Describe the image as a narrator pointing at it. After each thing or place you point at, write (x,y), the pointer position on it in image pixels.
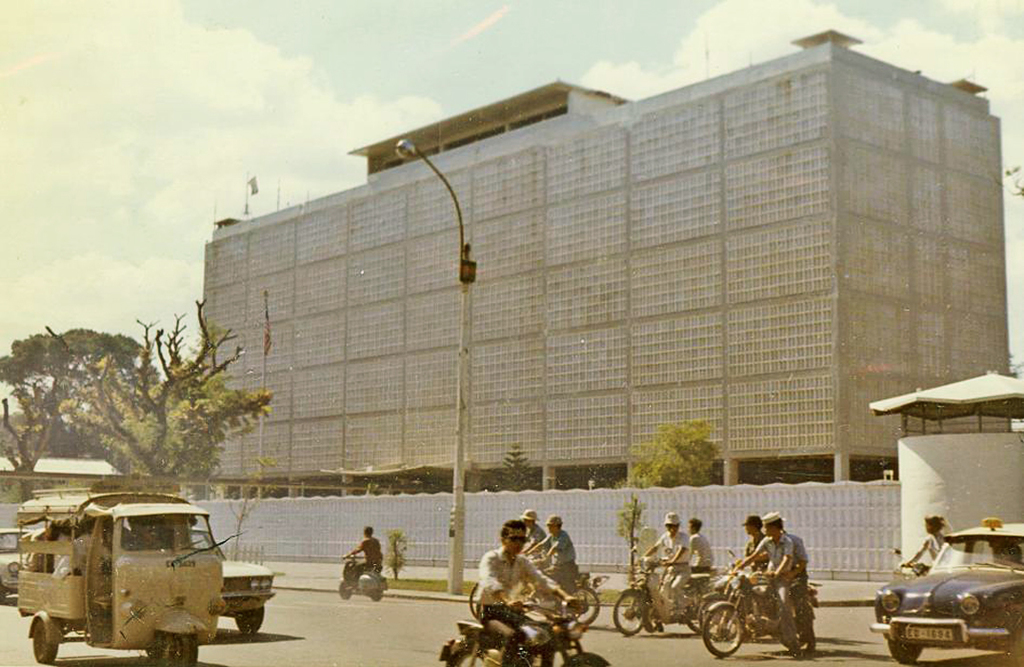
At the bottom of the image (362,623) there is a road (312,645). Here I can see few vehicles (156,593) and few people (785,590) are riding the motorcycles (715,628). Beside the road (335,610) there is a light pole (459,492) and a fencing (355,532). In the background (770,328) there is a building (669,349) and few trees (94,380). At the top of the image (328,51) I can see the sky (254,75) and clouds (173,98).
